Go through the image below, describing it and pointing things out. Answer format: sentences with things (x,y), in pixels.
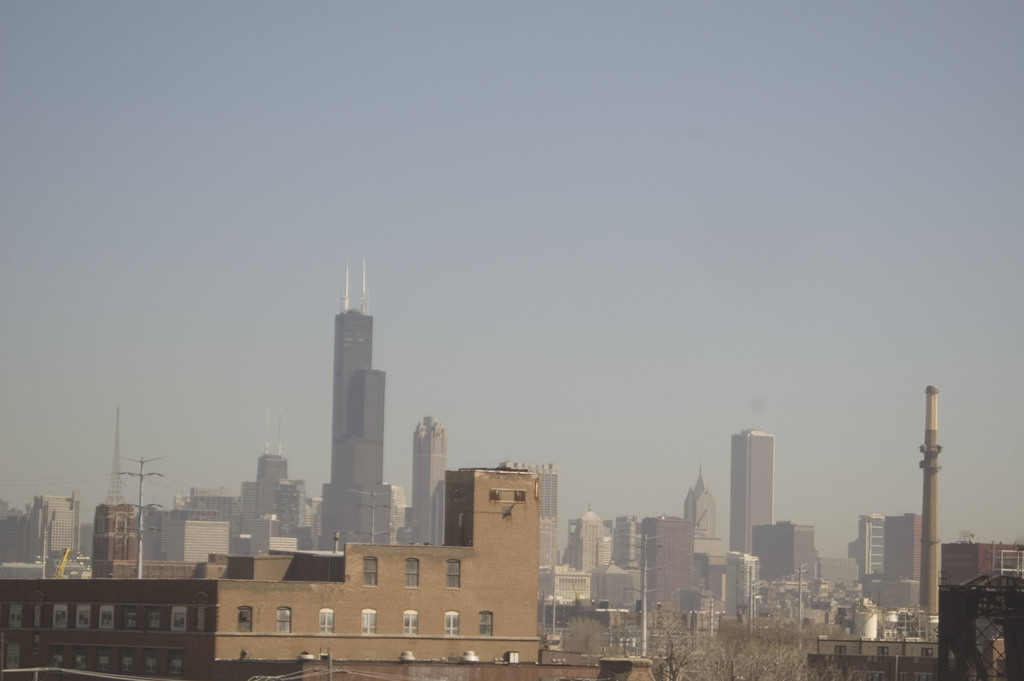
In this picture I can see the buildings (347,572), skyscrapers (352,483), electric poles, concrete tower (932,585), signal tower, trees (772,654) and iron tower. At the top (596,1) I can see the sky (441,173). At the bottom (36,607) I can see some poles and windows (414,572) on the building (333,613).
